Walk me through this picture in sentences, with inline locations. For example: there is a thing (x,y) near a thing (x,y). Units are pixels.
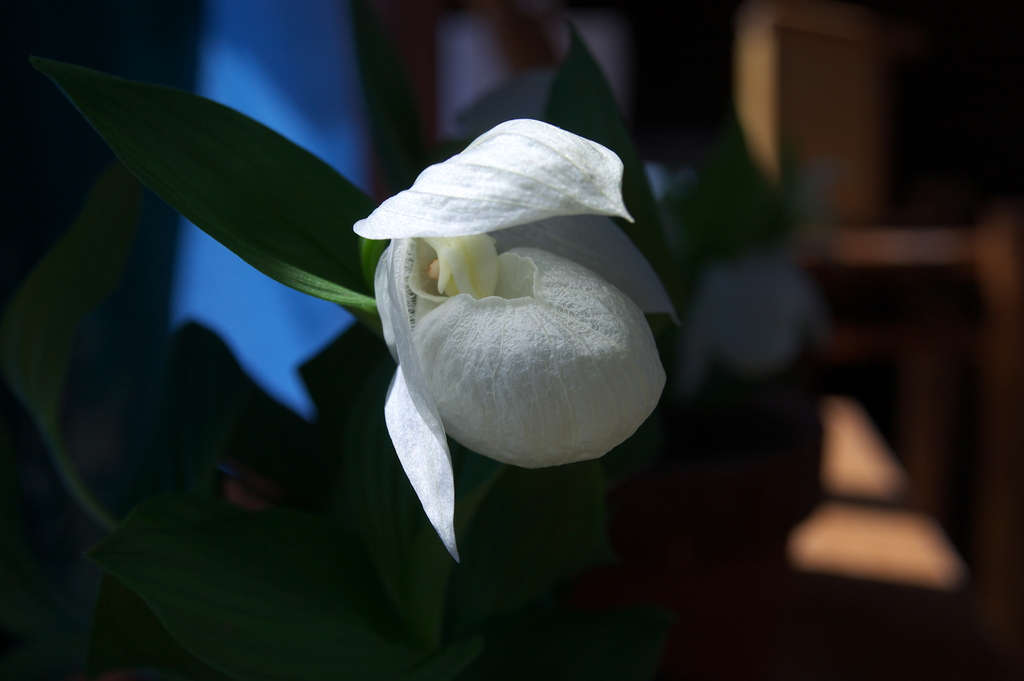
Here we can see white flower (592,242) and leaves (522,485). Background (924,551) it is blur.
